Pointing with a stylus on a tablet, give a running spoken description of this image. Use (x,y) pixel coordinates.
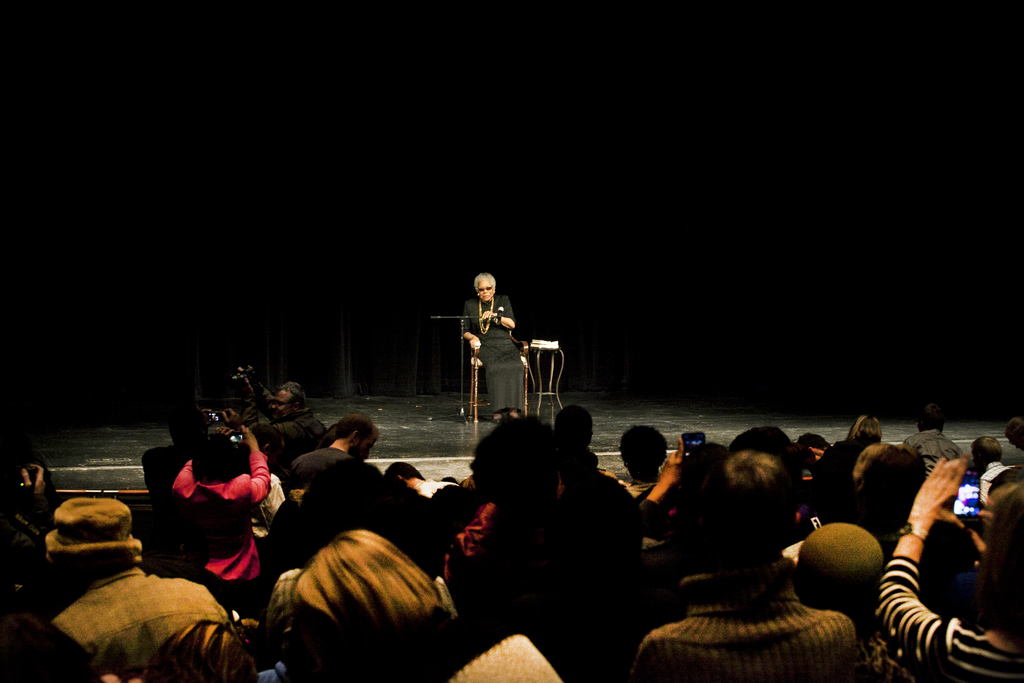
In this image we can see there is an old woman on the stage (485,412) sitting on the chair (471,408).
